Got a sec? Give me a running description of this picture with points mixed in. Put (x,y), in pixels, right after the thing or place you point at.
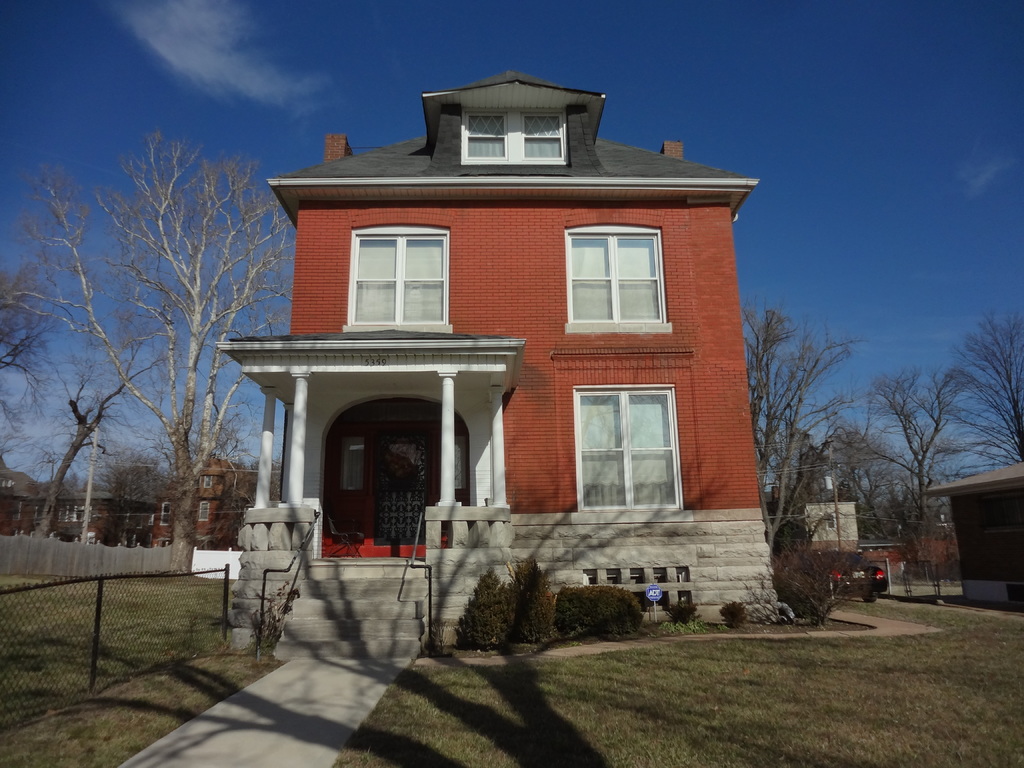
In this image there is a house (561,387). In front of the door (401,478) of the house (376,503) there are steps (305,624). Beside the steps (342,578) there is a railing (296,551). In front of the house (499,403) there are hedges (551,615) and grass (417,671) on the ground (528,750). In the bottom left (65,607) there is a fencing (69,620). In the background (178,447) there are trees (862,475) and buildings (971,512). To the right (865,588) there is a car (858,576) on the ground (133,685). At the top (352,52) there is the sky (446,15).
